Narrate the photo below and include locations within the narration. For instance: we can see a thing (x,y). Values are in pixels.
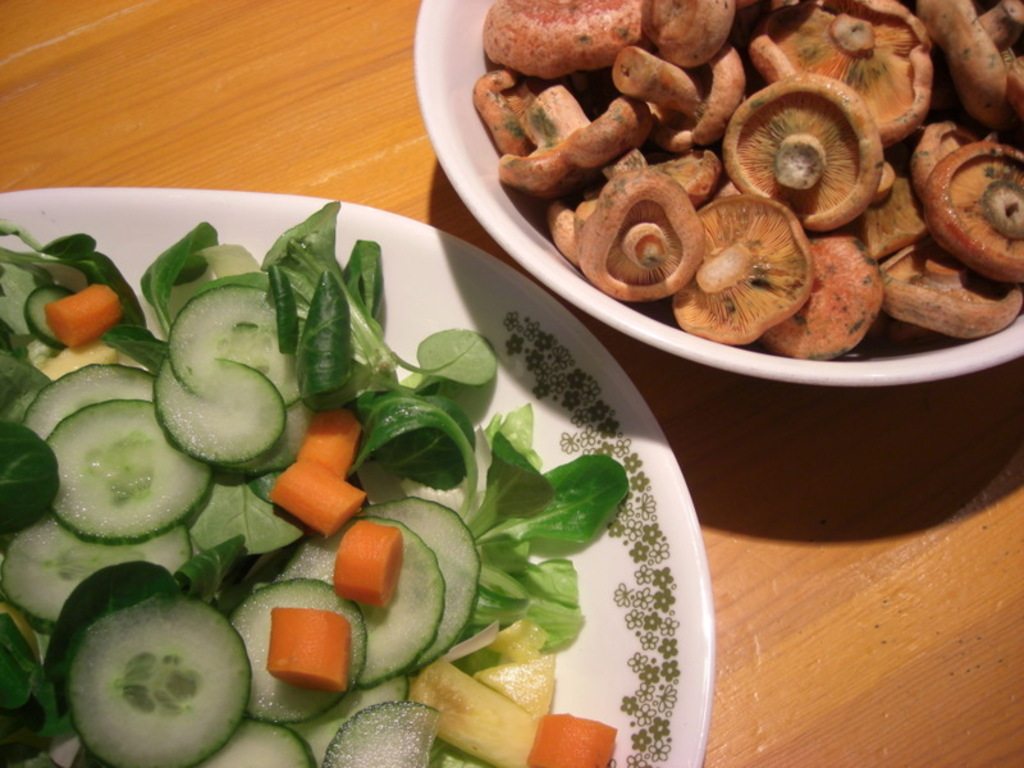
In this picture I can see mushrooms (739,157) in a bowl (454,31) and there are vegetables (89,557) on the plate (486,323), on the wooden board (237,93).
